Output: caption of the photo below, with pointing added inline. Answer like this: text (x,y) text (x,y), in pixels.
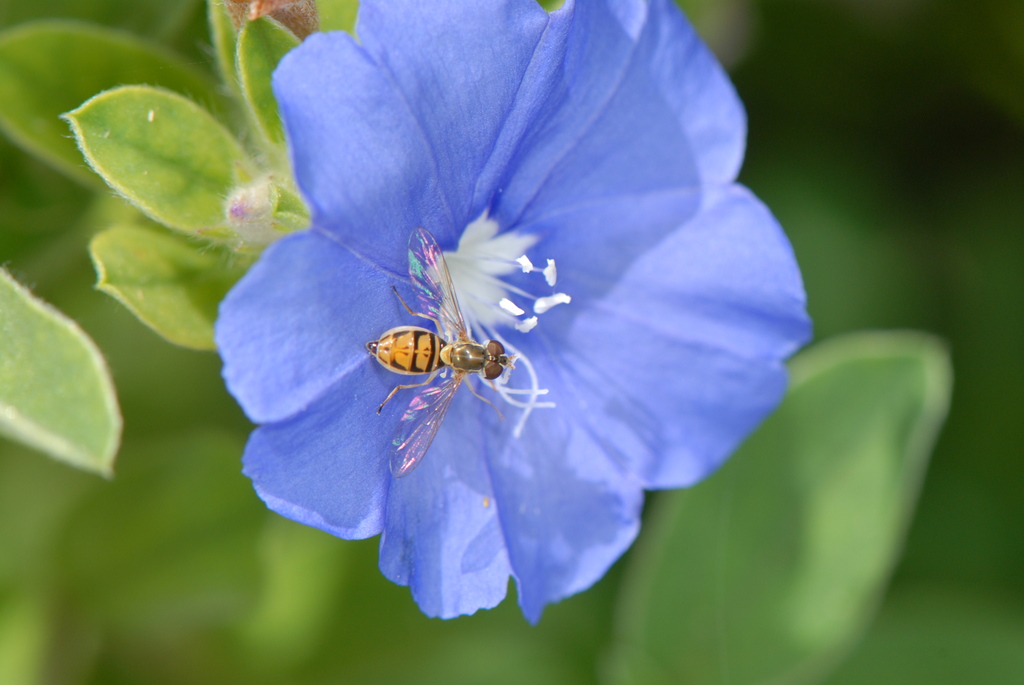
We can see insect (411,436) on a flower (376,105) and green leaves (249,96). In the background (876,141) it is blur.
